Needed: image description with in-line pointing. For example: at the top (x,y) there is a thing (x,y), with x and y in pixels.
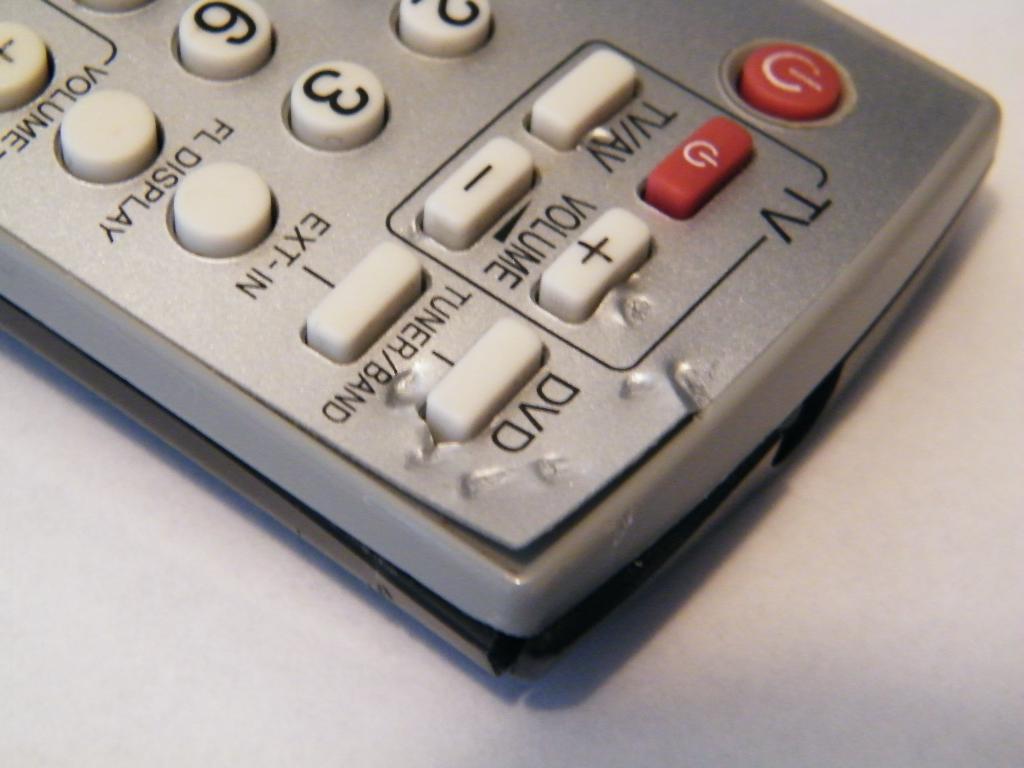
In the picture we can see a TV remote (459,636) with buttons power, volume, DVD, and some number buttons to it.
